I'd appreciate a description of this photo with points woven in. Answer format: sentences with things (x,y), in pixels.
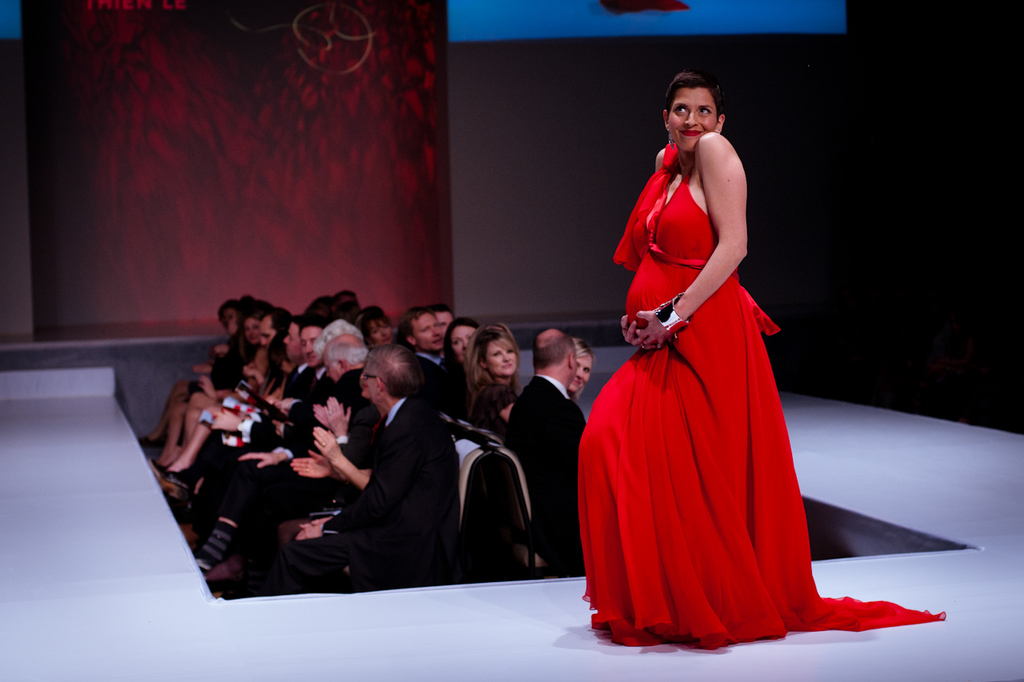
In this picture I can see a number of people (403,418) sitting on the chairs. I can see a woman (610,379) standing on the floor (708,655).
